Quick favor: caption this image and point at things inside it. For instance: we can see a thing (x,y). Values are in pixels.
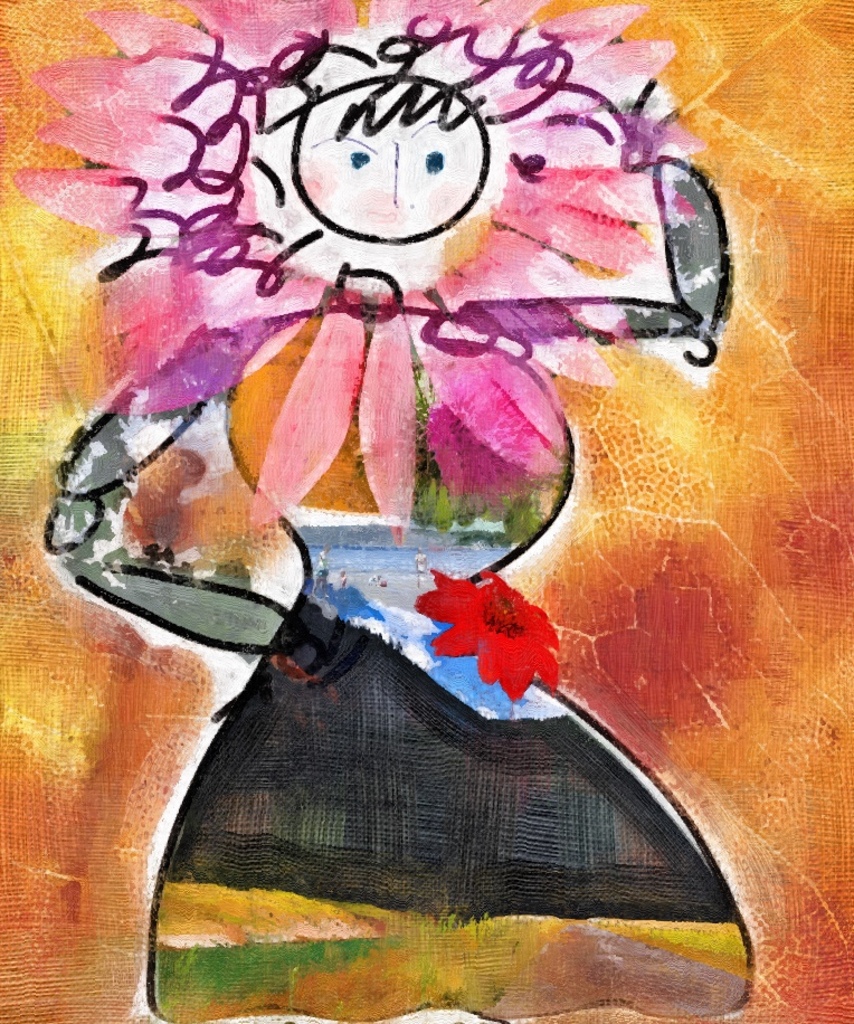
In this picture we can see a painting (571,191) of a person (499,1006). We can see a flower (490,611), leaves (506,539) and a few things (483,504).
